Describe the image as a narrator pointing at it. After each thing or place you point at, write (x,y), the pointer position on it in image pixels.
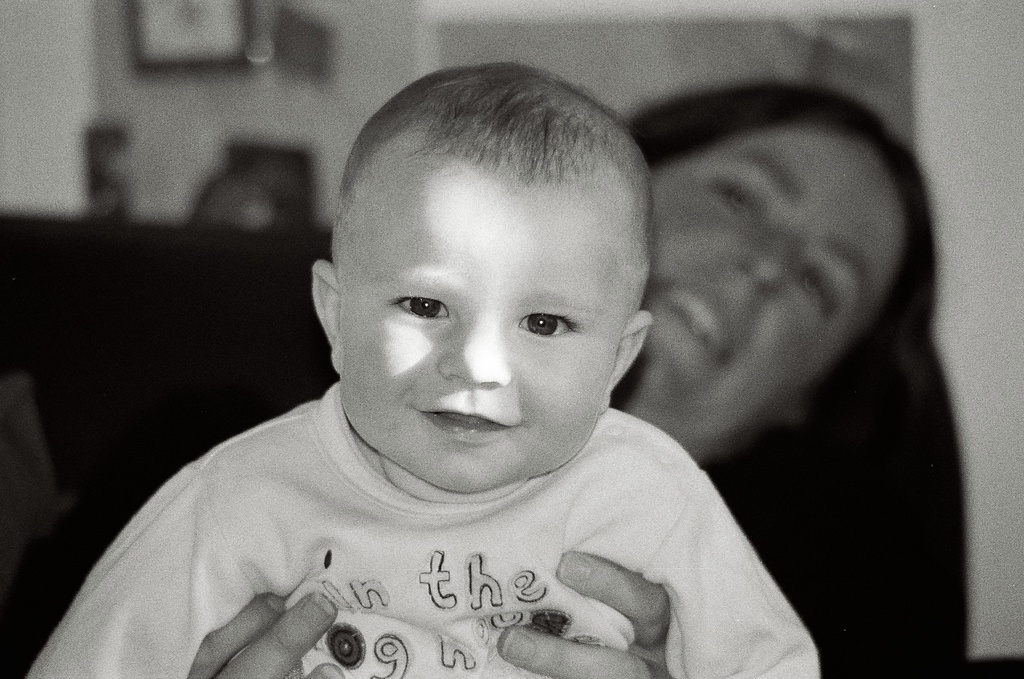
In this picture we can see a woman (878,190) holding a boy (414,519).
